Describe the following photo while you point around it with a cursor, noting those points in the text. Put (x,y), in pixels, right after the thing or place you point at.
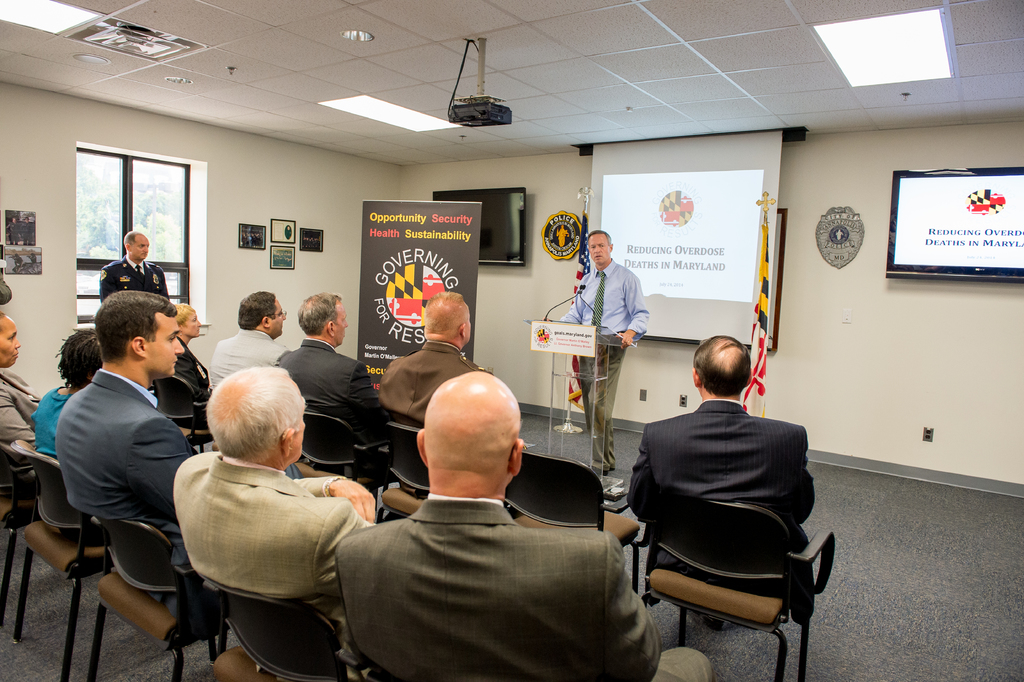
In this picture there is man (603,307) standing in front of podium (563,371) and talking to the persons (456,318) who are sitting in front of him. It looks like a meeting. At the back ground (517,202) there is a projector (664,255) and a television (488,223) beside it. There is a banner (421,292) beside the man (588,299) who is standing. At the top (518,45) there is ceiling (274,78) and lights (365,107) in between them. To the left side (152,207) there is window (110,214).
